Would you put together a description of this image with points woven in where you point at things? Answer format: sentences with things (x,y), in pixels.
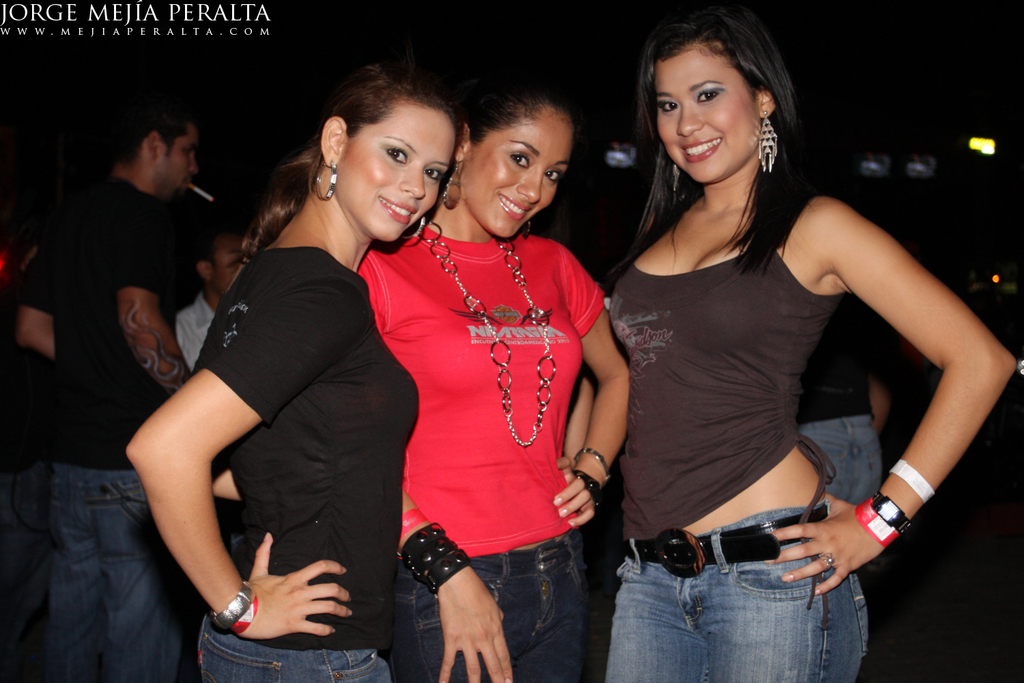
In this image we can see some group of persons (386,190) standing, in the foreground of the image (437,402) there are some persons (314,480) standing together and posing for a photograph and in the background of the image (150,159) there is a person (157,179) wearing black color T-shirt (154,208) holding cigarette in his mouth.
